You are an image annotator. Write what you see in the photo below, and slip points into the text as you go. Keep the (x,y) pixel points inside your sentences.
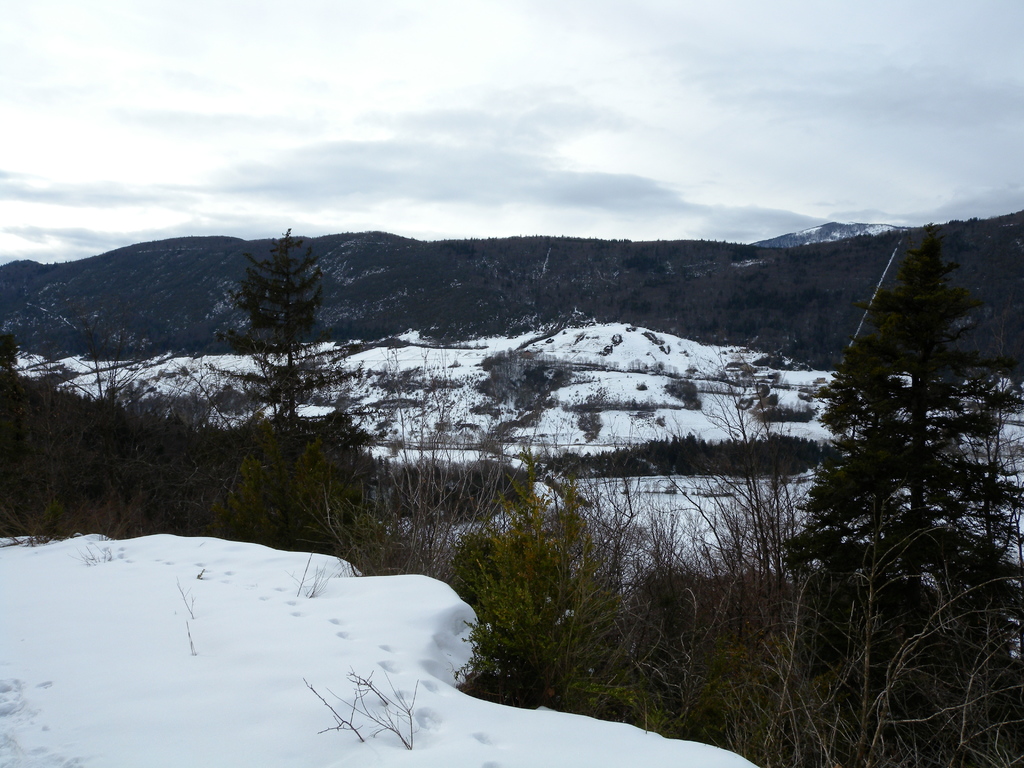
At the bottom of the picture (405,625), we see ice (201,595) and trees (608,582). There are hills (159,305), trees (713,283) and ice (675,333) in the background (737,253). At the top of the picture (563,161), we see the sky (563,161).
